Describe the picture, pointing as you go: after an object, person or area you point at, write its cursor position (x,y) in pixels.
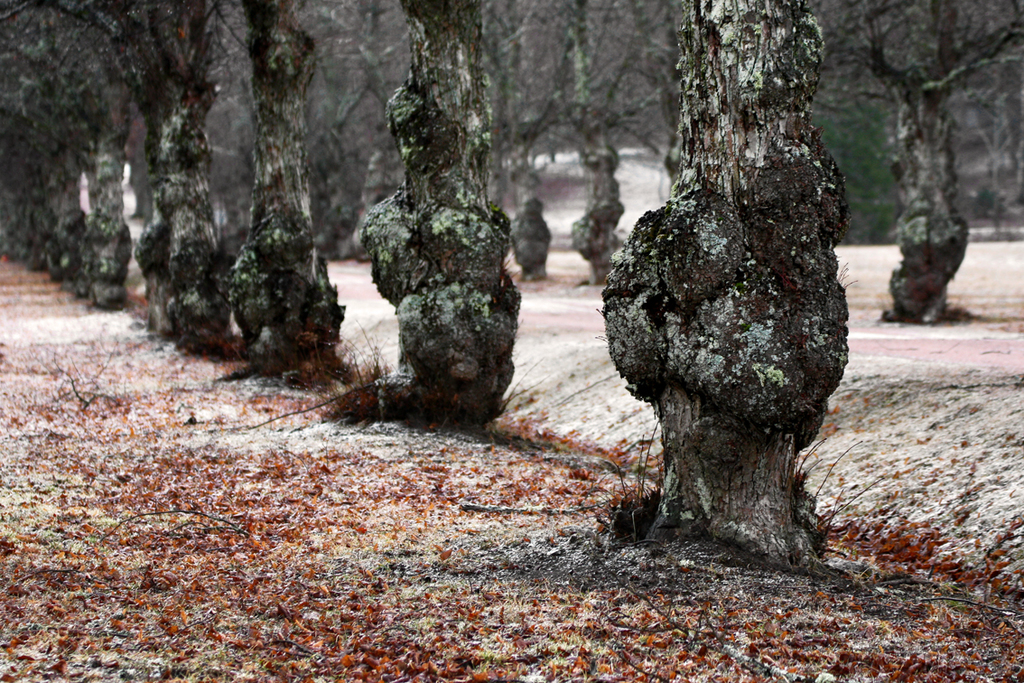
In this picture we can see a few tree trunks (474,395) on the path (39,341). There are trees (618,139) in the background (639,135).
